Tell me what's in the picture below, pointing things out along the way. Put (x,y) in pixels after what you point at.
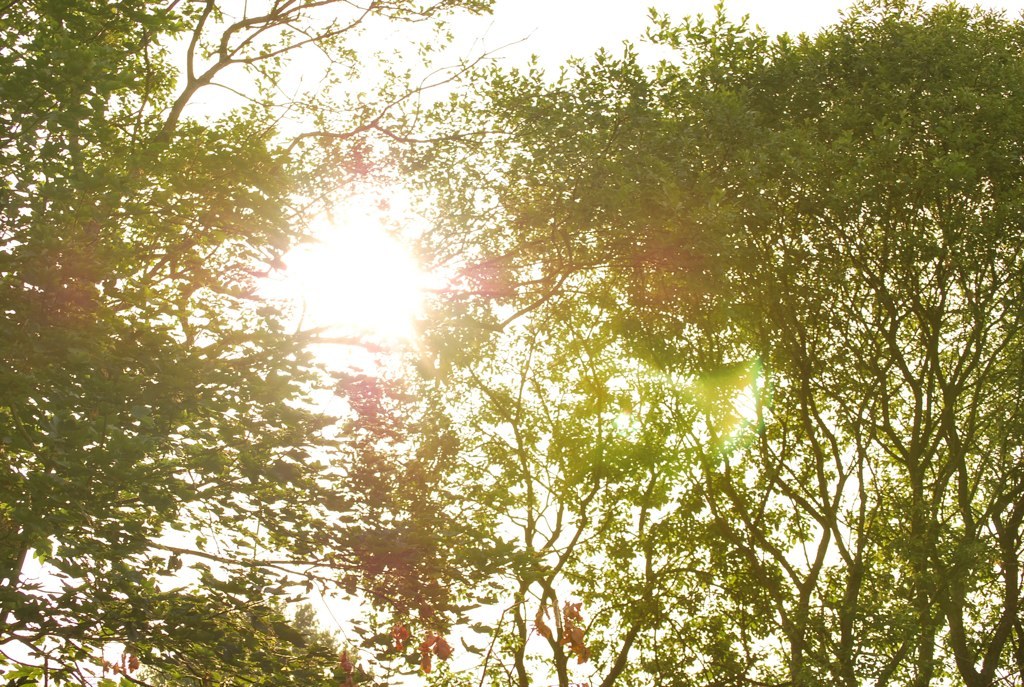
In this picture we can see some tree branches (909,381) in the front side (486,582). In the center (351,231) on the image there is a sun (413,298).
